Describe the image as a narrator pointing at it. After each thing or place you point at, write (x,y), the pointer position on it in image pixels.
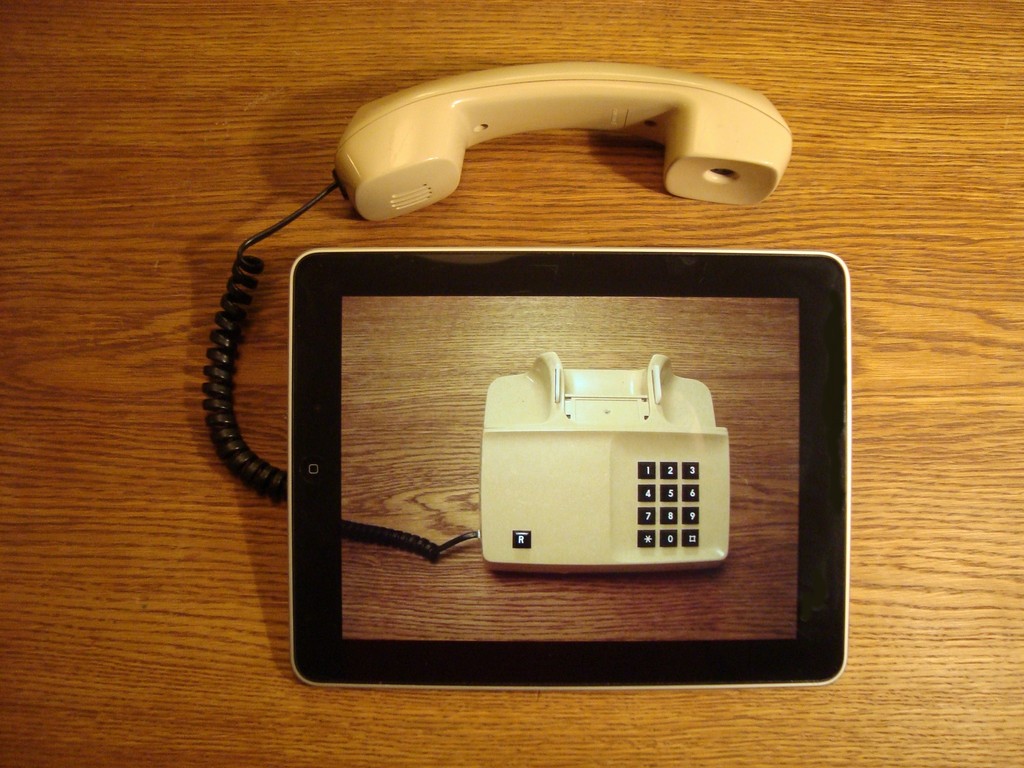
In this picture I can see a tab (730,423) and a telephone (764,166) in the middle (430,368).
